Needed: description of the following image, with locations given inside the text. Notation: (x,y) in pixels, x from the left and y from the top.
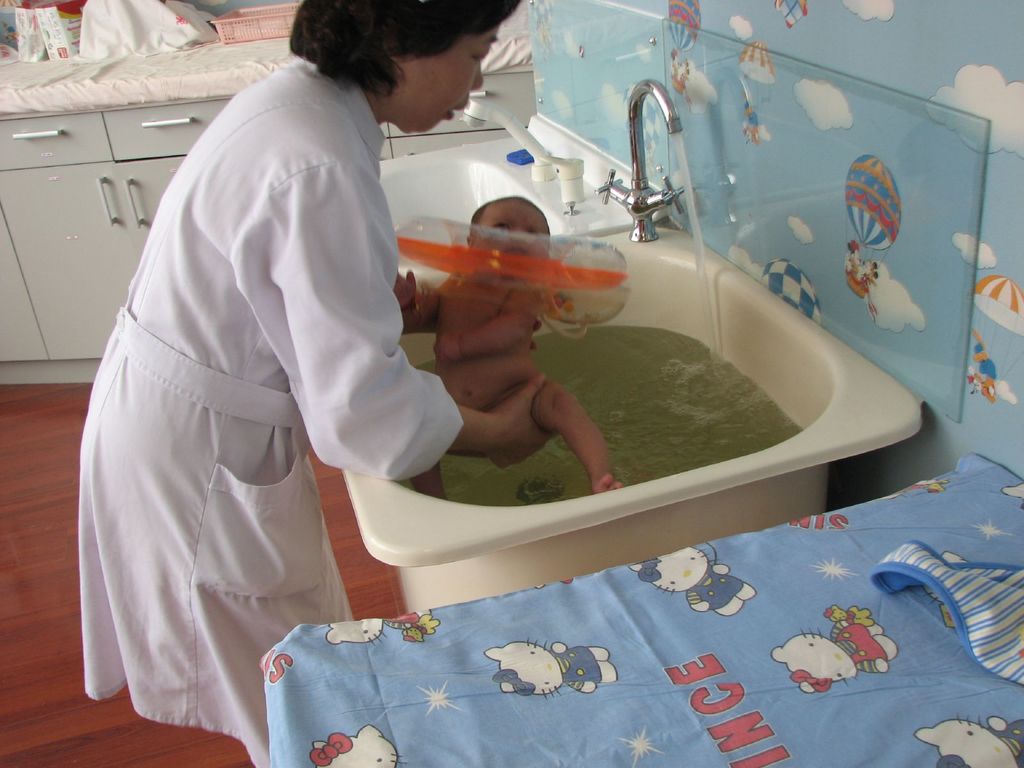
In this picture I can observe a woman (319,284) holding a baby (452,284) in front of a sink (398,546). I can observe tap (645,201) on the sink (644,256). There is some water (618,391) in the sink (660,268). In the background (120,199) I can observe cupboards (127,174).
